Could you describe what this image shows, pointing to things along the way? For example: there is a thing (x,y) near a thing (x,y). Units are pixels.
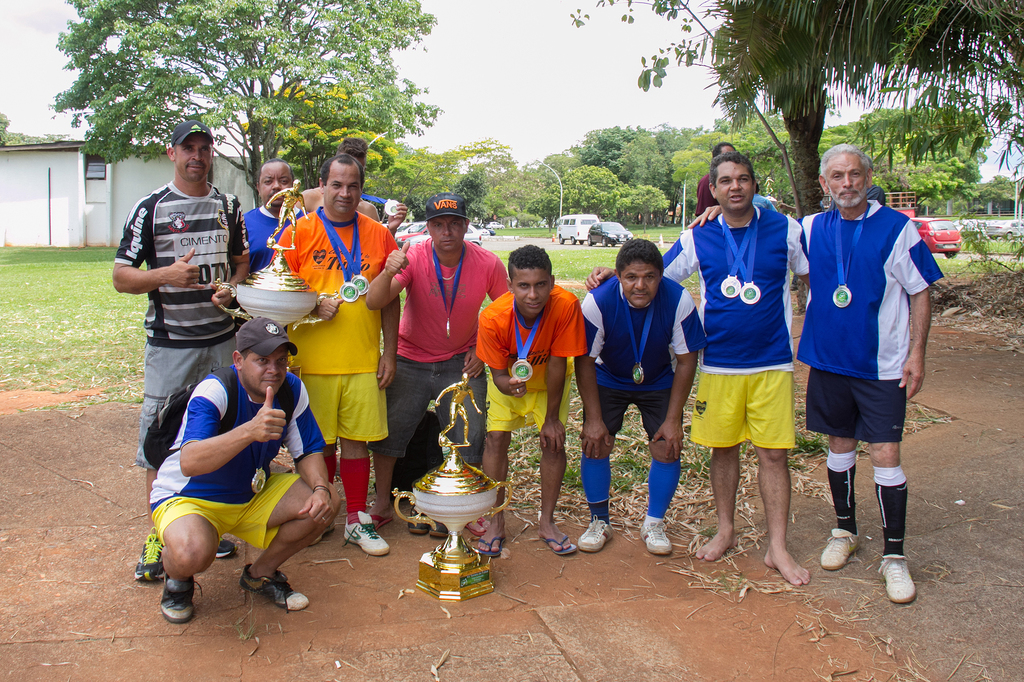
In this image, we can see a cup (453,473) and there are people (402,362) wearing medals (345,300) and holding a cup (296,288). In the background (609,166), there are trees (655,171), poles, shed (95,162) and we can see vehicles (982,227) on the road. At the bottom (660,601), there is ground (572,612) and at the top (494,70), there is sky (501,84).
